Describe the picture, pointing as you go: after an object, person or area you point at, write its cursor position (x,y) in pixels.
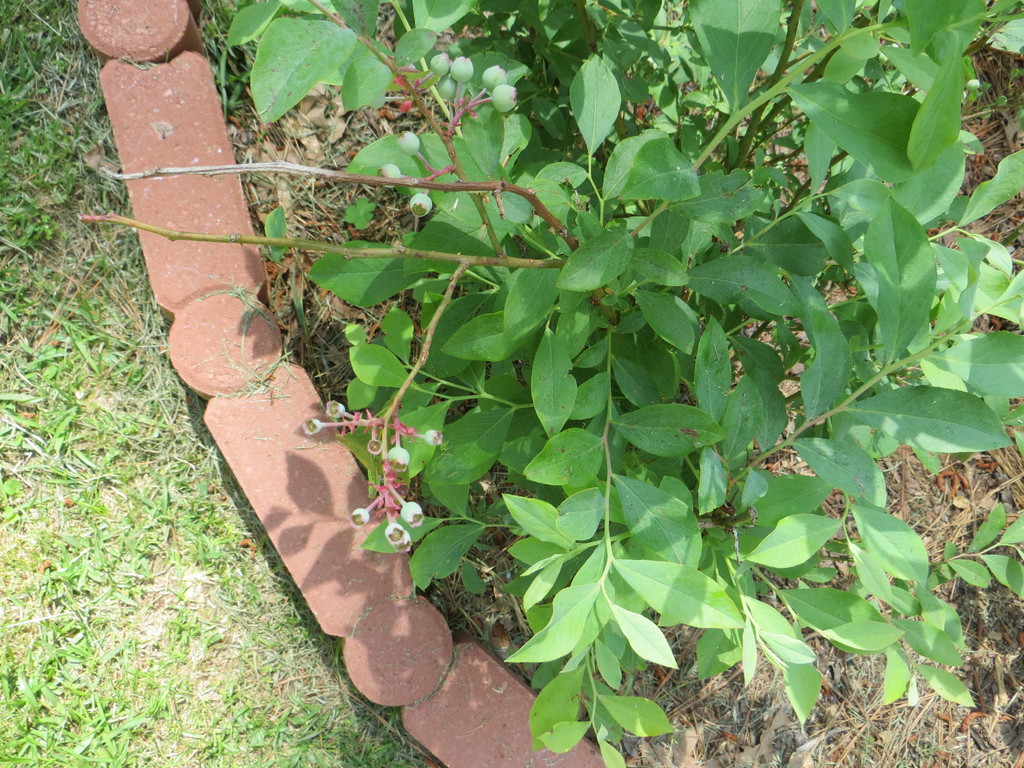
In this image I can see a plant (364,51) on the grass ground (12,180). I can also see few brown colour stones (190,306) on the left side (149,103).
